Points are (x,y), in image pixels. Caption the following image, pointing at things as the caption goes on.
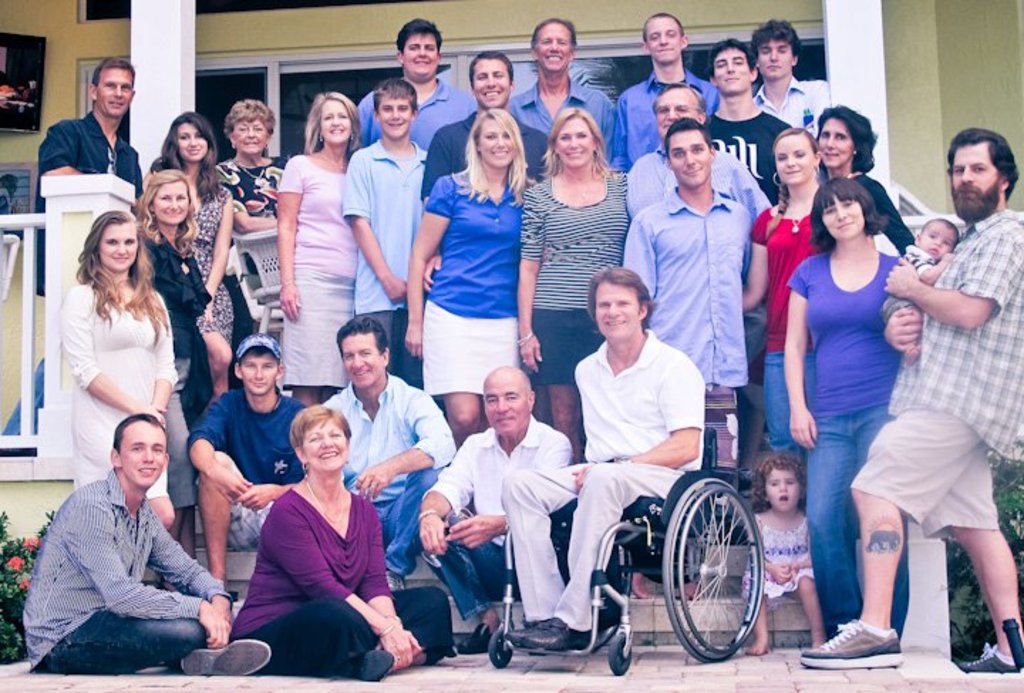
In this image we can see a group of people (573,268). A person (645,499) is sitting on the wheelchair (674,558). We can see the reflection (600,66) of a tree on the glass (620,84) at the top of the image (586,82). There is a plant (963,599) at the right side of the image (969,581). There are many flowers (20,558) to a plant (4,608) at the left side of the image (19,579). There are few objects (23,94) on the wall (18,133) at the left side of the image (16,116).
